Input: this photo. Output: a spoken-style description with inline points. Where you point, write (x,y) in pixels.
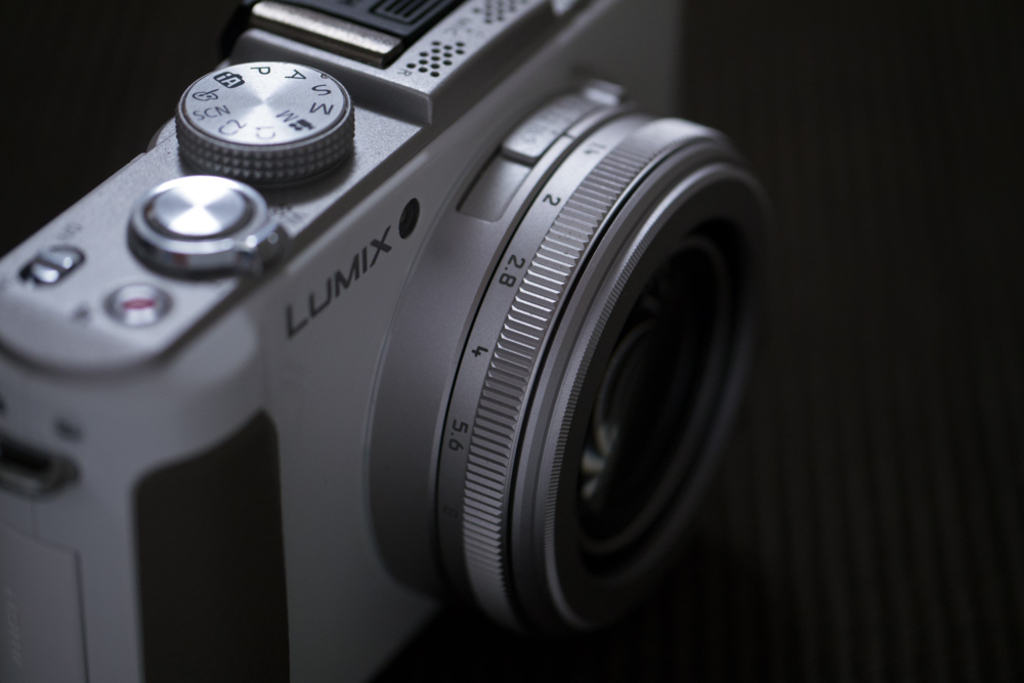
This is a zoomed in picture. On the left (157,394) we can see a camera (565,147) and we can see the text (383,249) and the numbers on the camera (447,461). The background of the image (28,176) is dark.
